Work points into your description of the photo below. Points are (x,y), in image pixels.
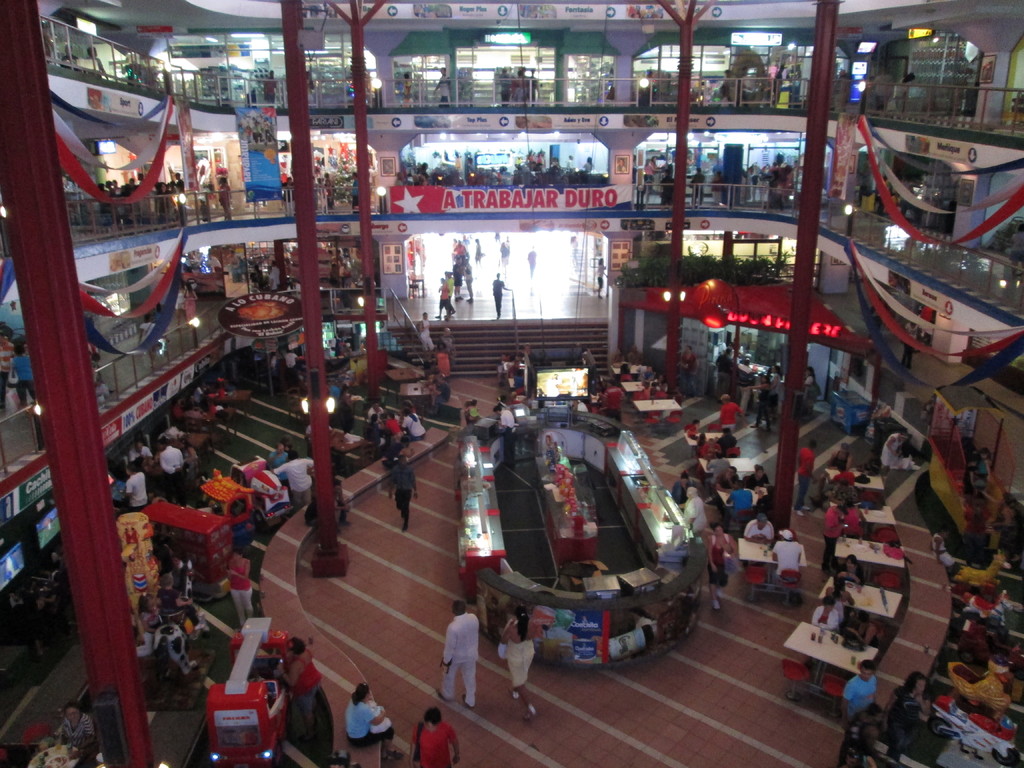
This image is taken in the mall (674,432). In this image we can see pillars (35,268), persons (277,274), tables (822,645), floors (804,700), flags (171,312), persons (752,175), stores (762,161), banner (255,199), stairs (478,342) and name board (354,229).
